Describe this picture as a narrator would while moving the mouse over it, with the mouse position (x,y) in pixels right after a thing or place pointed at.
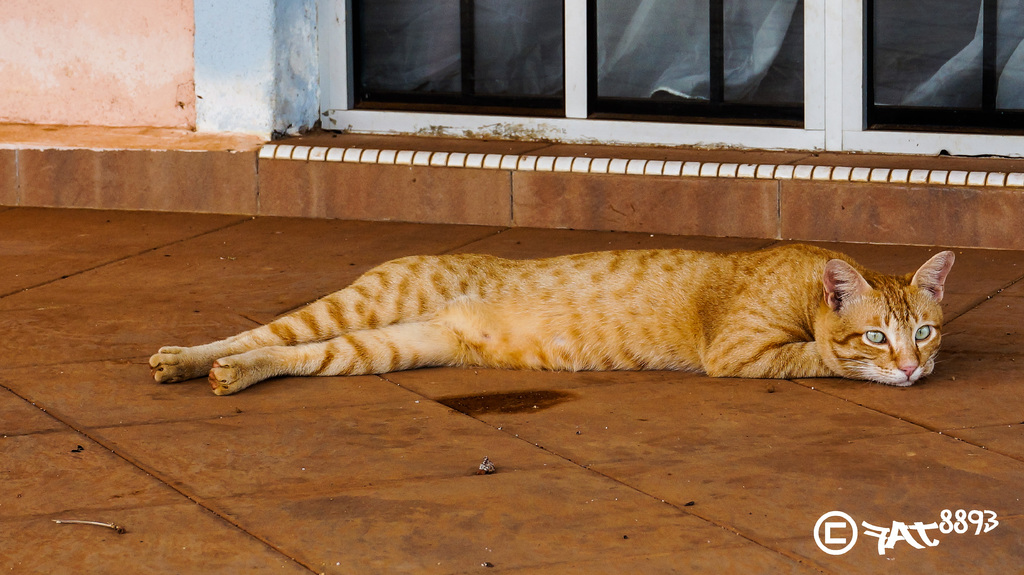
In the center of the image (437,317) we can see a cat (734,329) lying on the floor (603,374). In the background (401,151) there is a door (379,109) and a wall (113,62).
